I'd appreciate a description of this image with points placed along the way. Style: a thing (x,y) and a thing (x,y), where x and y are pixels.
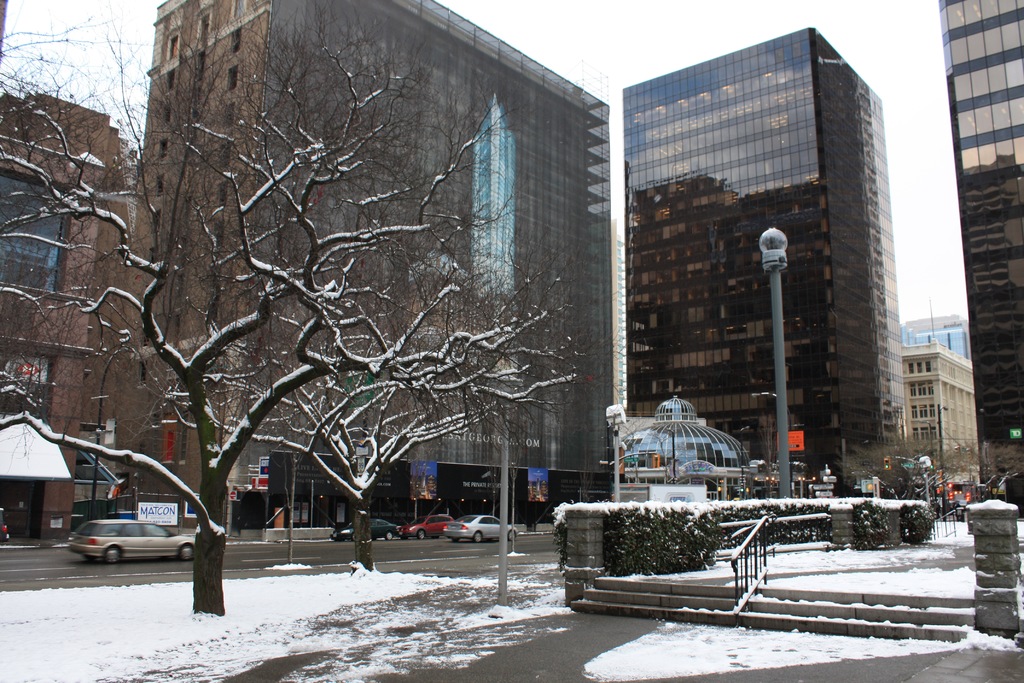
In this image I can see a road (22,561) in the centre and on it I can see few vehicles (96,535). On the both side of the road (80,558) I can see number of buildings (25,508), number of poles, number of trees (51,439) and snow (26,606) on the ground (104,646). On the right side of this image (873,618) I can see stairs (684,597), railings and plants (630,510). On the left side (192,509) I can see few boards (169,521) and on it I can see something is written.
